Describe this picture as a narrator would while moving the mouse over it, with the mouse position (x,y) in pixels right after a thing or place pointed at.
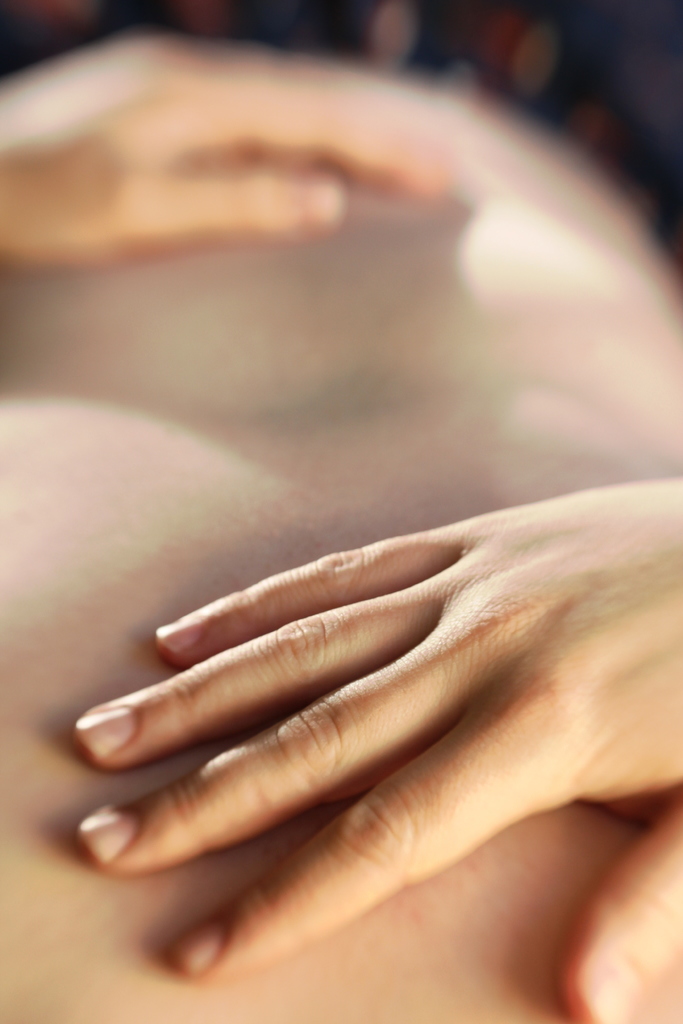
In this image there is a person (357,710).
